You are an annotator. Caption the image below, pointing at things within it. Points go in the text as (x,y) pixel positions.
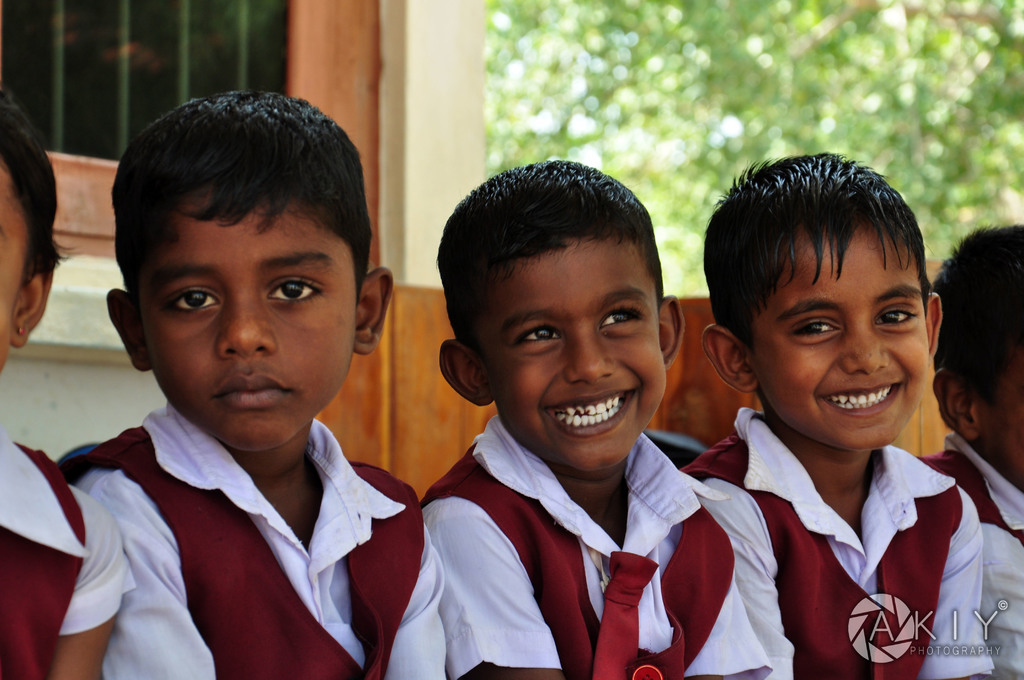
In this picture there are five boys (772,343) are wearing the school uniform (185,485). In the bottom right corner (881,617) there is a watermark (879,653). In the back (468,150) I can see the window (163,58) and wall (438,157). In the top right (877,128) I can see the sky (734,126) and trees (665,68).
